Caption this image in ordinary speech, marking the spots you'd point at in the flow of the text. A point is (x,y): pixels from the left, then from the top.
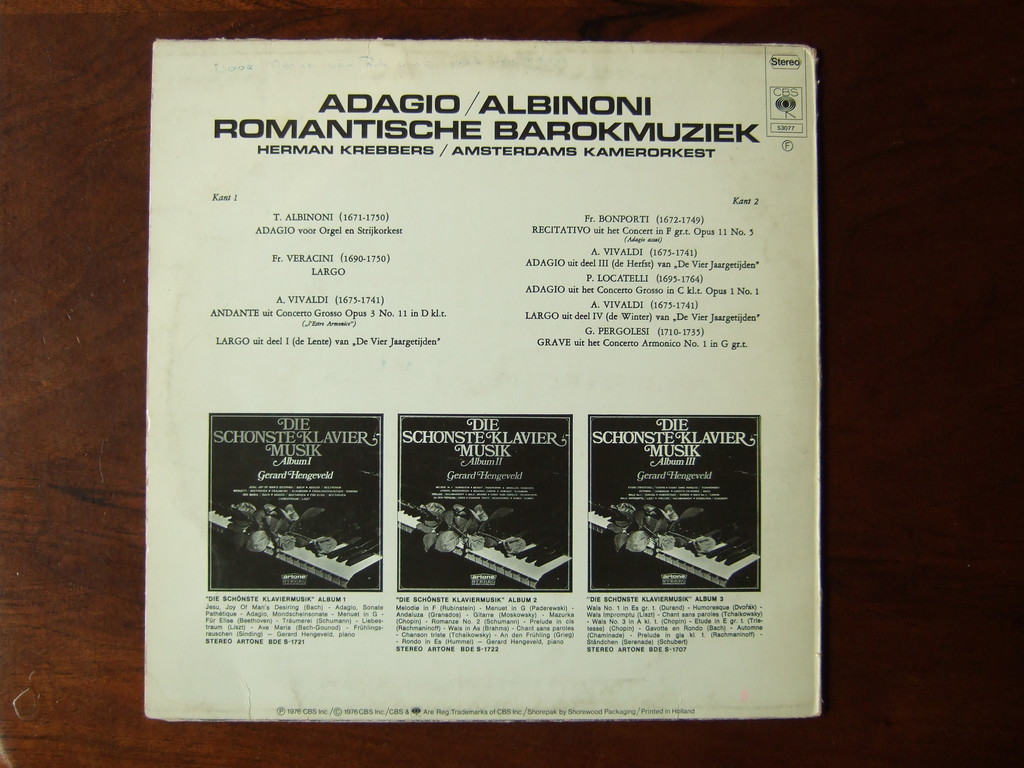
In this image I can see a paper (579,300) on a wooden surface (62,258). On this paper (225,370), I can see some text (671,253) and three images (336,560) of piano (326,573).
